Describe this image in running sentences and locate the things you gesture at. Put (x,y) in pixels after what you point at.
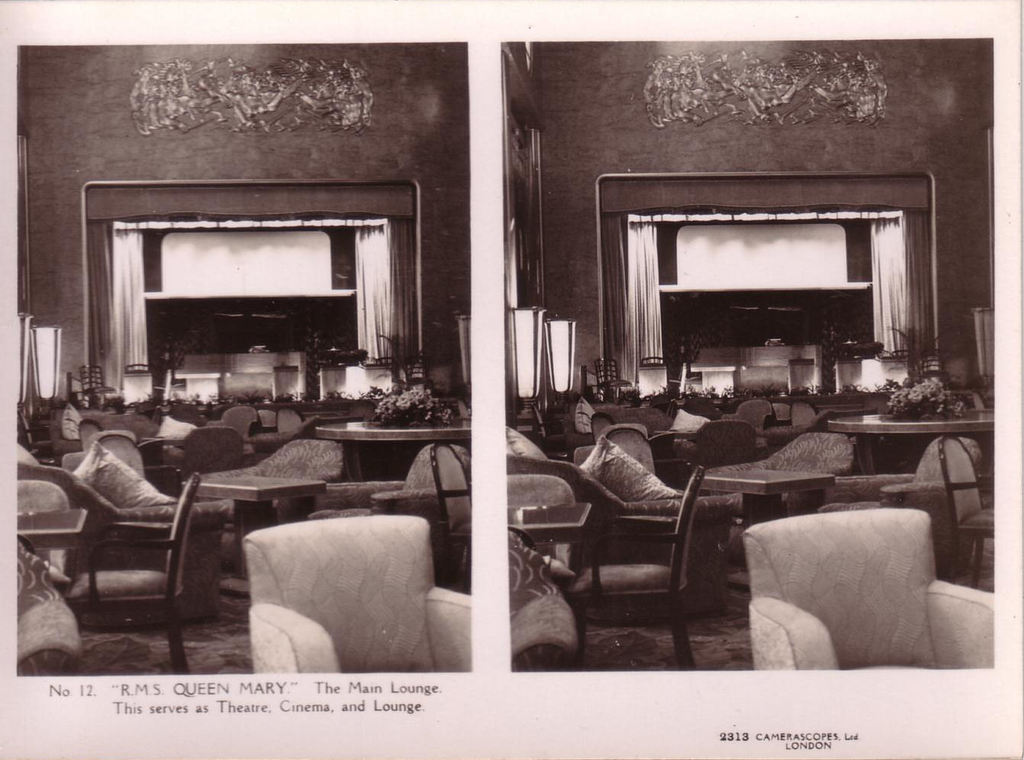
In this image i can see group of chairs (817,438) and at the background of the image (138,333) there is a curtain (924,319).
